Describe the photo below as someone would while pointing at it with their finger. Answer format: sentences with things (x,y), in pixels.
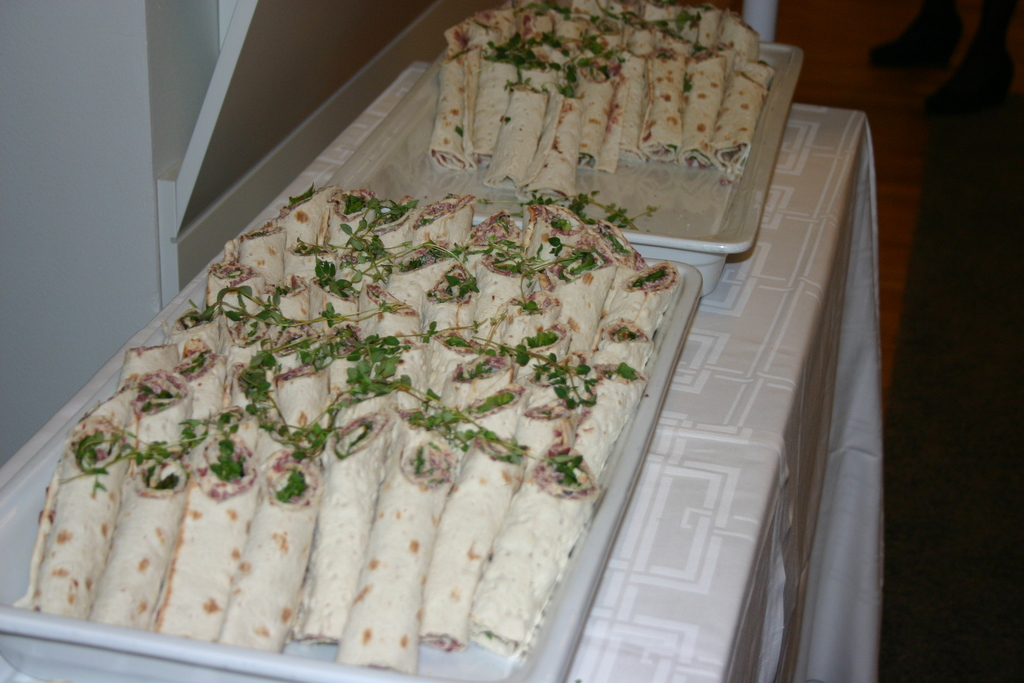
In this image we can see some food items (729,64) are kept in the tray (729,244) which are placed on the table (834,244) having a white color table cloth (786,489) on it. The background of the image (915,5) is dark.
